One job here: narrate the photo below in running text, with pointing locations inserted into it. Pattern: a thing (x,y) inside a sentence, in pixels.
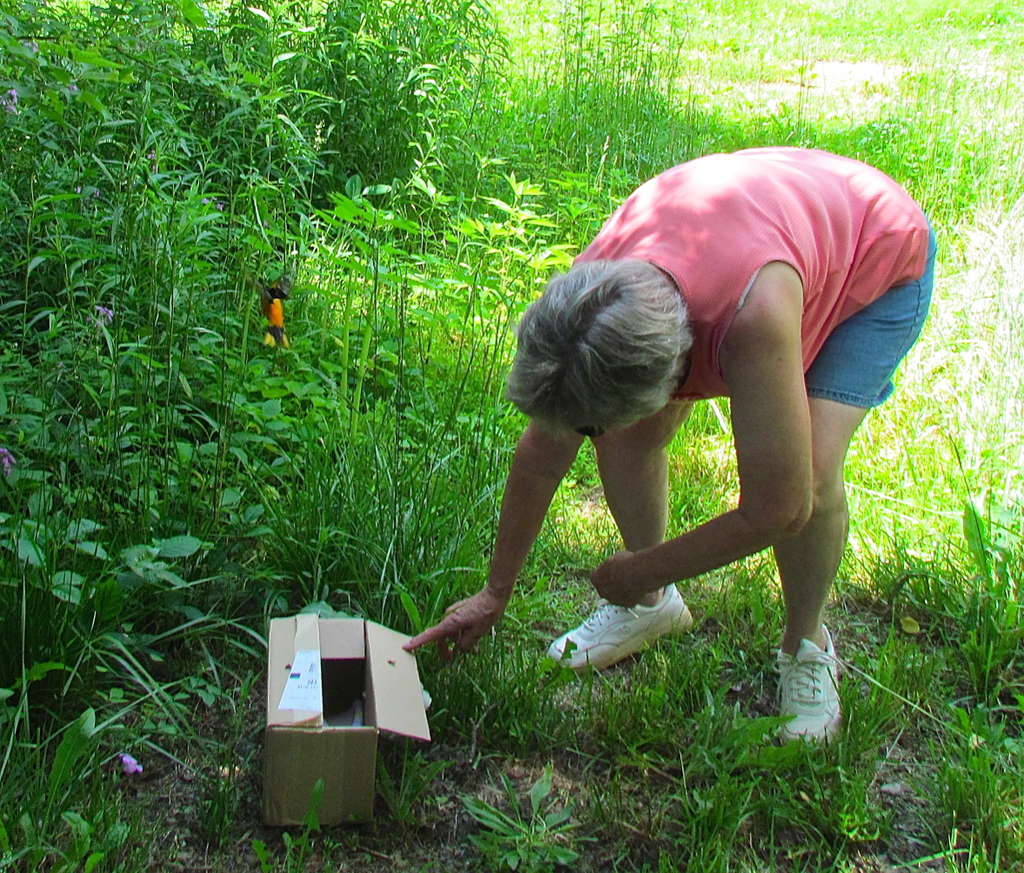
In the picture there is a person (773,531) opening the box (355,660) that is kept on the ground (410,791) and around the box (333,653) there are many plants (293,300) and grass (967,392).
